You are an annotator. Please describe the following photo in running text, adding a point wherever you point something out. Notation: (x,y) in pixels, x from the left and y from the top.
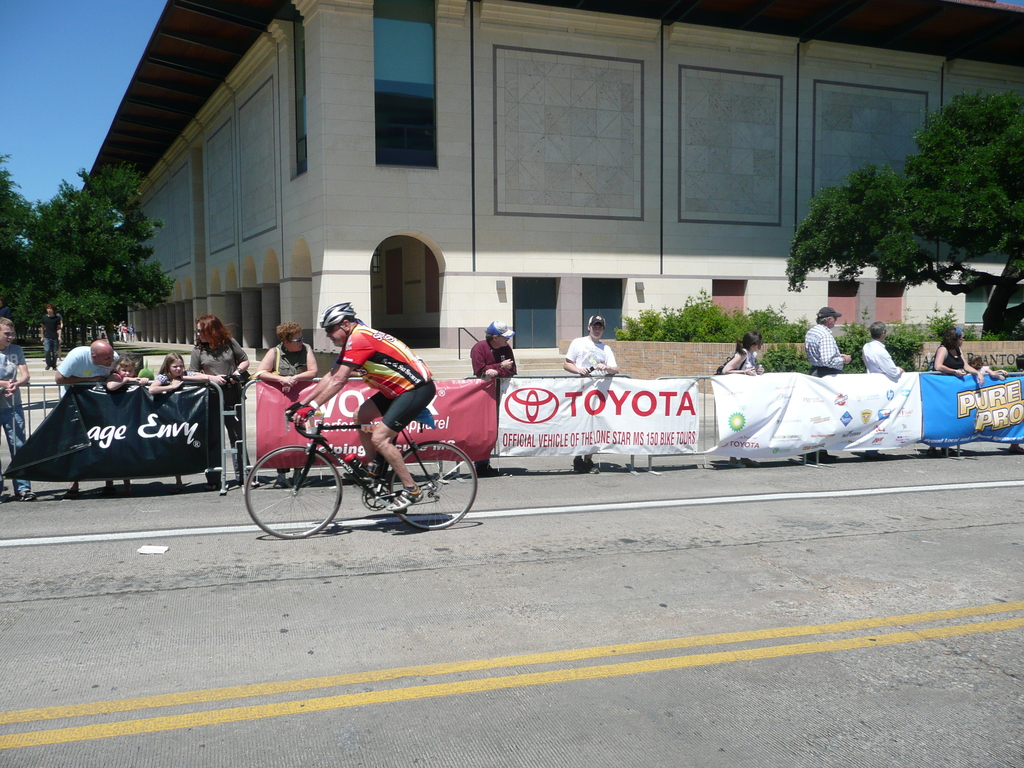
In this image there is a person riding bicycle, beside him there is a fence (548,381) where people (19,401) are standing and also there is a building (766,245) and trees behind them.
